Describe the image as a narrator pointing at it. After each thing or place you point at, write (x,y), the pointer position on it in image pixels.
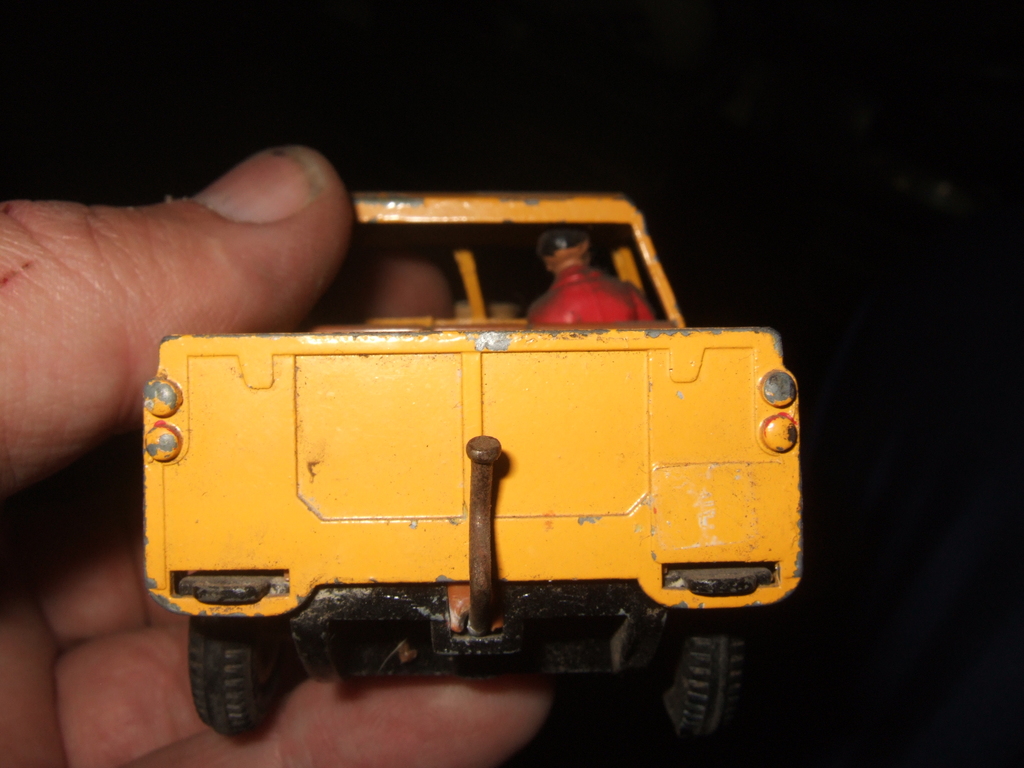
In this picture I can see a human hand (45,275) holding a toy truck (586,503).
